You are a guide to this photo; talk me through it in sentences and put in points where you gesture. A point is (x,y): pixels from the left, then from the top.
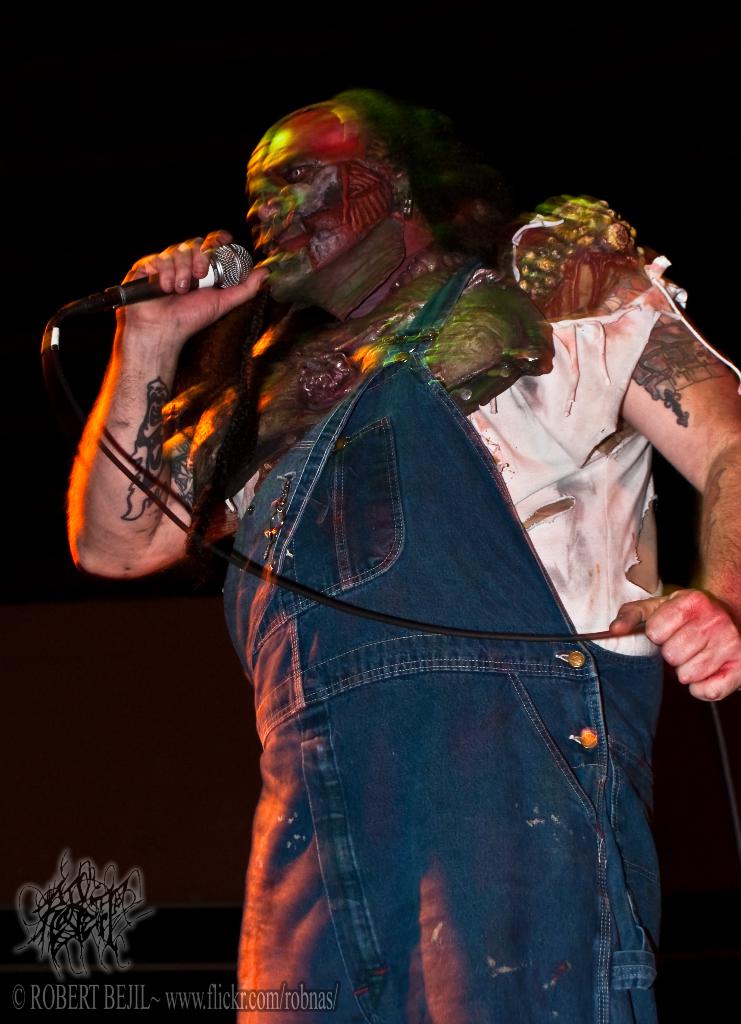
This person (356,251) is holding a mic (239,263) and facing towards the left side of the image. Left side (81,962) bottom of the image (67,935) there is a watermark (102,932).
